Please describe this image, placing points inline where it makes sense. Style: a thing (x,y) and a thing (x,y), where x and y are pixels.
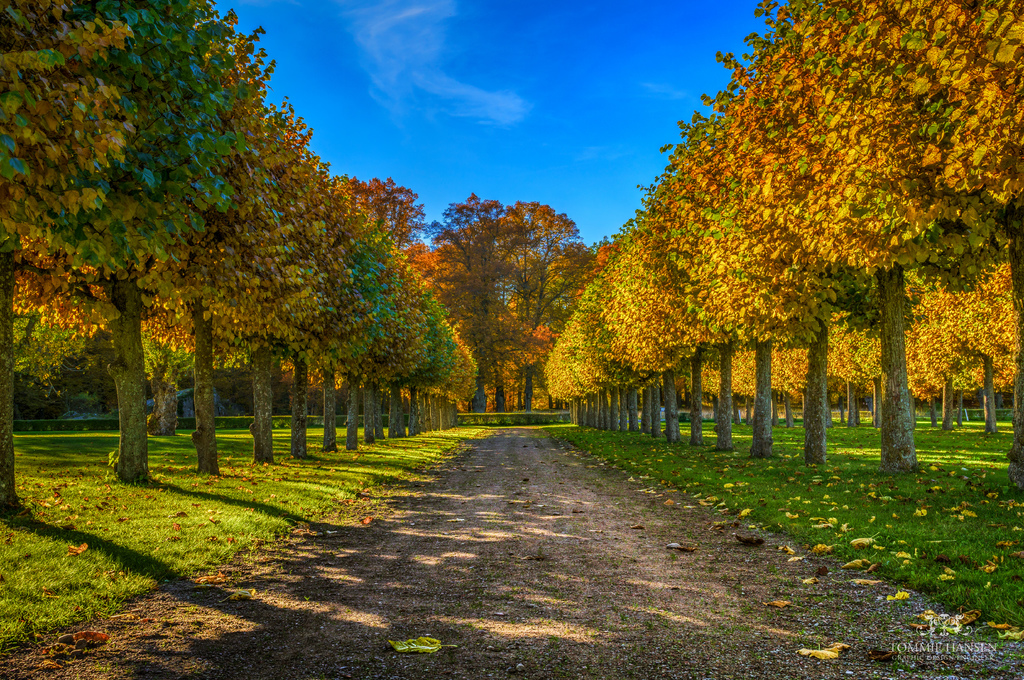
There are trees (705,377) on a grassy land (326,459) in the middle of this image (503,299). The blue sky (471,117) is in the background (475,139).
